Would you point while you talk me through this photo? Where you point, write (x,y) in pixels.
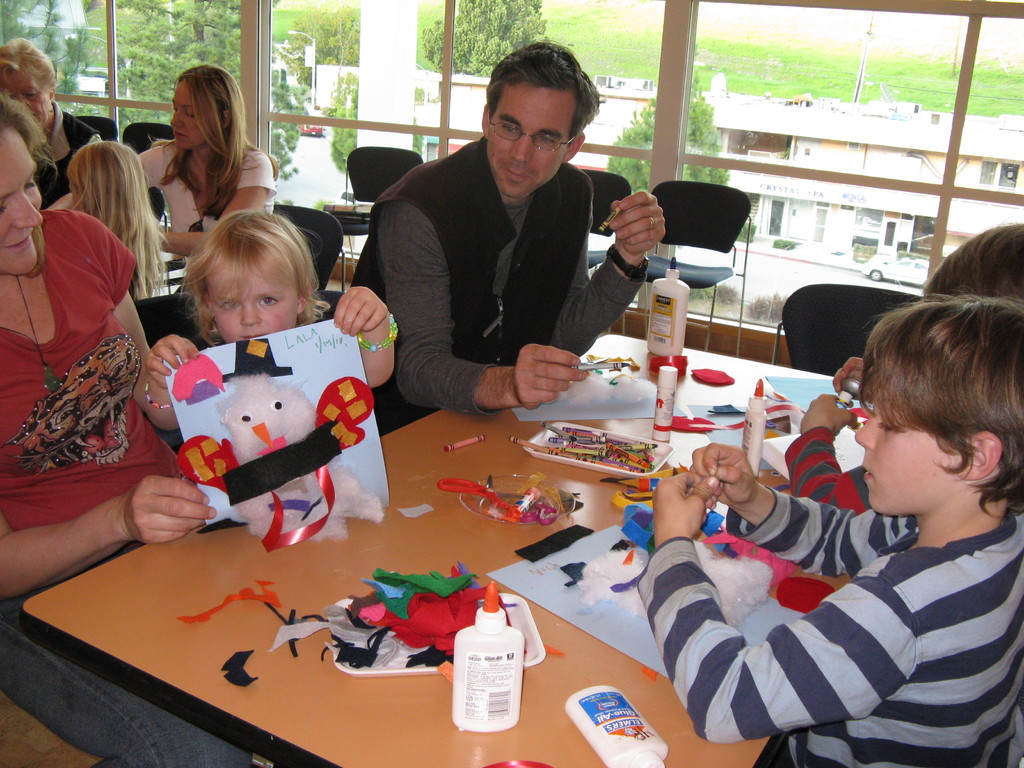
In this image there are two kids (949,511) at the right side (939,516) leaning on the table (806,576) and doing work. In the center (437,293) a man (462,283) with a black jacket (482,274) is having smile on his face (529,152) and is leaning on the table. In the middle (365,342) a girl (298,323) holding a snowman craft (291,410). At the bottom left (170,513) the woman (50,417) wearing a red t-shirt (59,411) is looking at the girl (265,329) holding a snowman craft (273,428) and having smile on her face (28,235). In the background (205,221) there are three persons (138,166) sitting on a chair (155,197). At the right side (692,104) outside the window (696,111) there are some trees (345,43), grass (799,60), and a building (852,165). There is a car (890,265) on the road (825,265).
